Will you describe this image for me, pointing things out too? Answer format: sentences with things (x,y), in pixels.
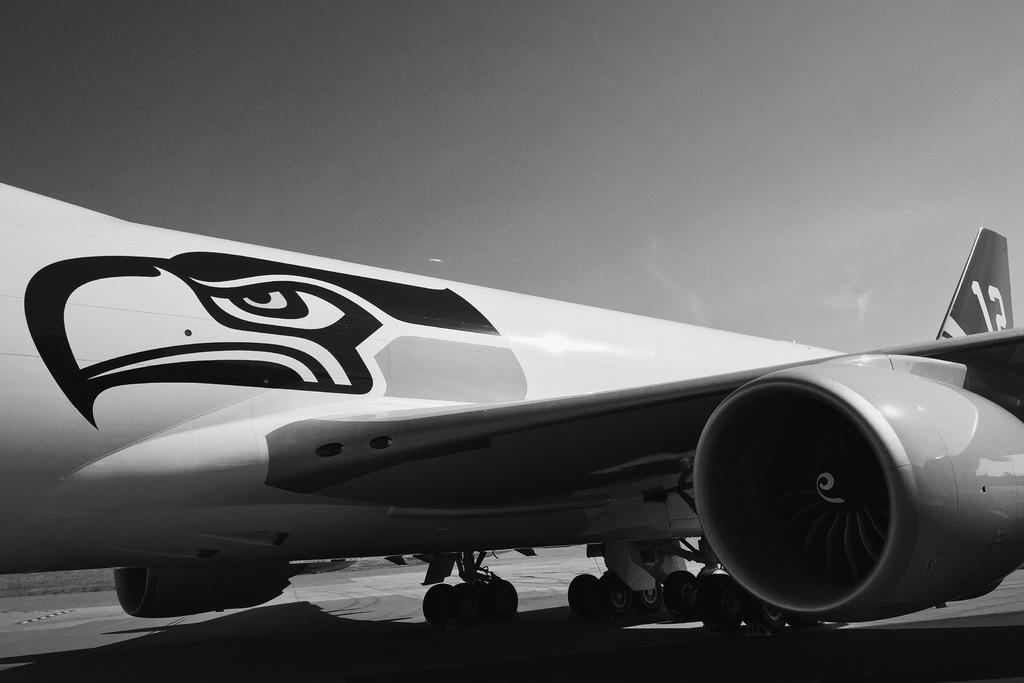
In this image I can see an airplane (591,459), I can also see a logo (384,335) and here few numbers (1001,314) are written. I can see this image is black and white in colour.
